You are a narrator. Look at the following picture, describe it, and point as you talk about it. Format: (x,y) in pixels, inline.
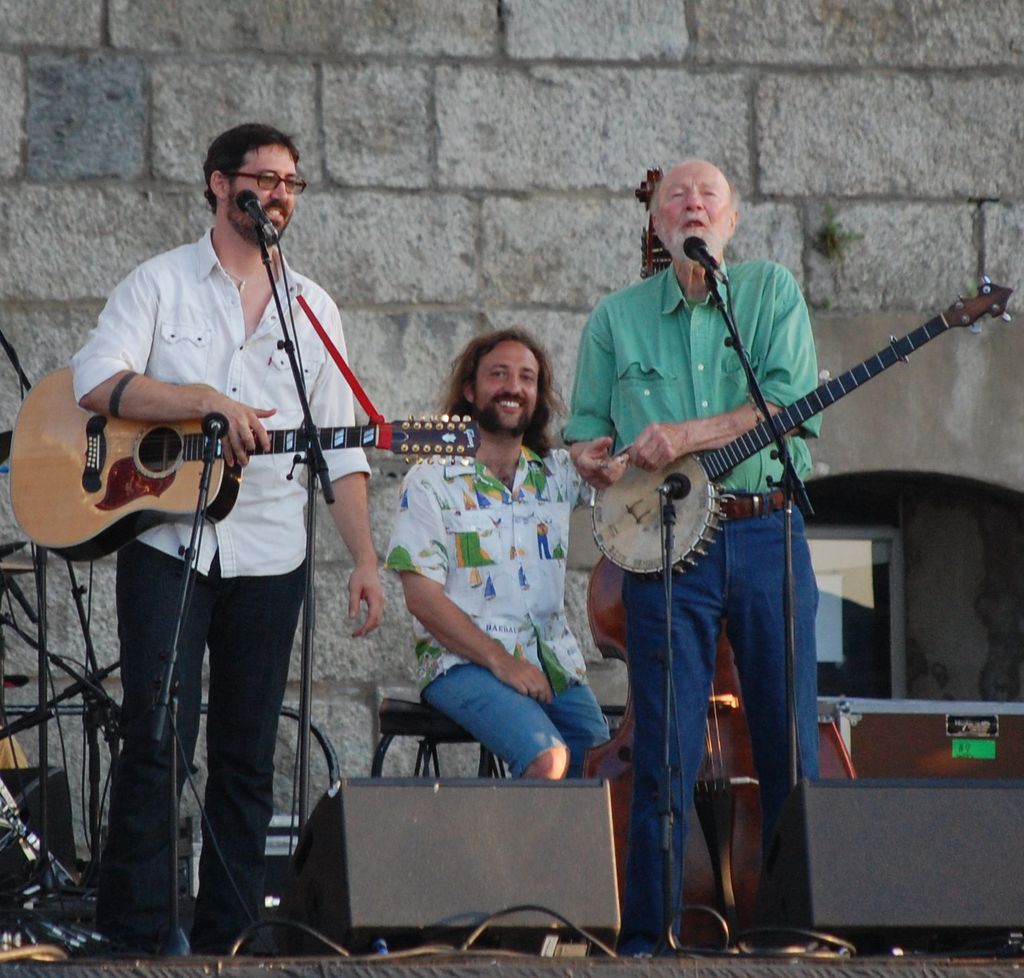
In this picture we can see two persons (679,249) standing in front of mike (698,246) and playing guitar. He has spectacles (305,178). Here we can see a man (461,690) who is sitting on the chair (429,735). On the background (522,127) there is a wall (494,87).
